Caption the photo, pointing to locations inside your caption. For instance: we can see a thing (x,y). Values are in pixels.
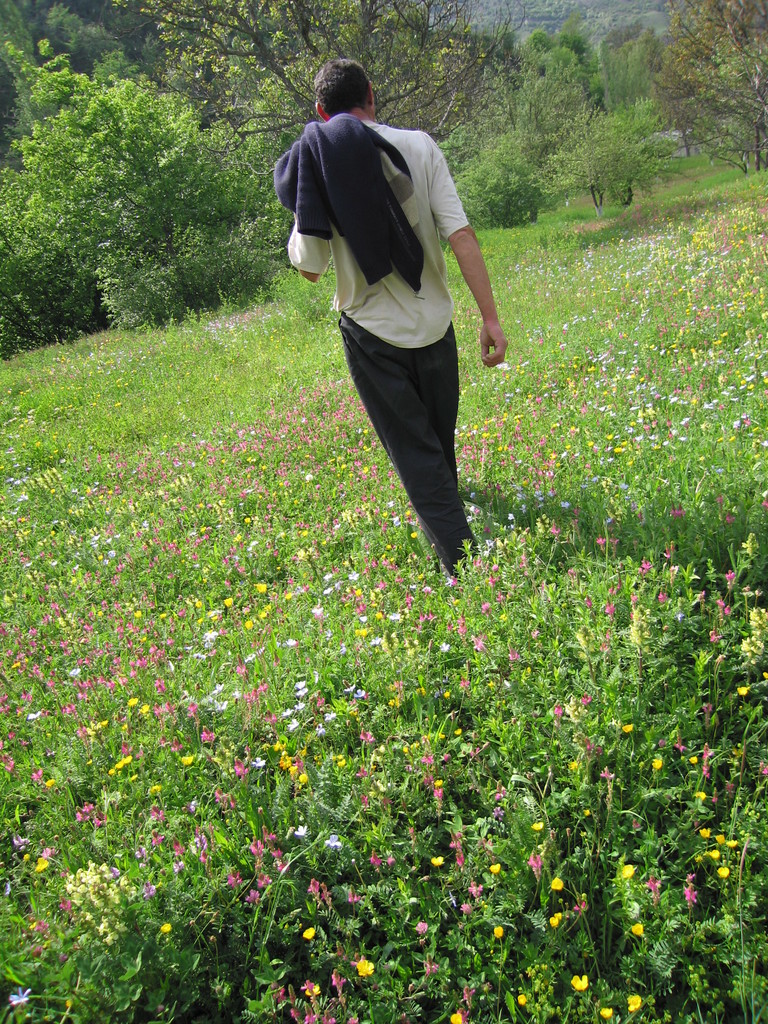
In the image we can see a person (390,361) facing back and the person (398,395) is walking, and wearing clothes (367,355). Here we can see flower plants (437,698) and we can see tiny yellow and pink flowers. We can even see the trees (477,91).
